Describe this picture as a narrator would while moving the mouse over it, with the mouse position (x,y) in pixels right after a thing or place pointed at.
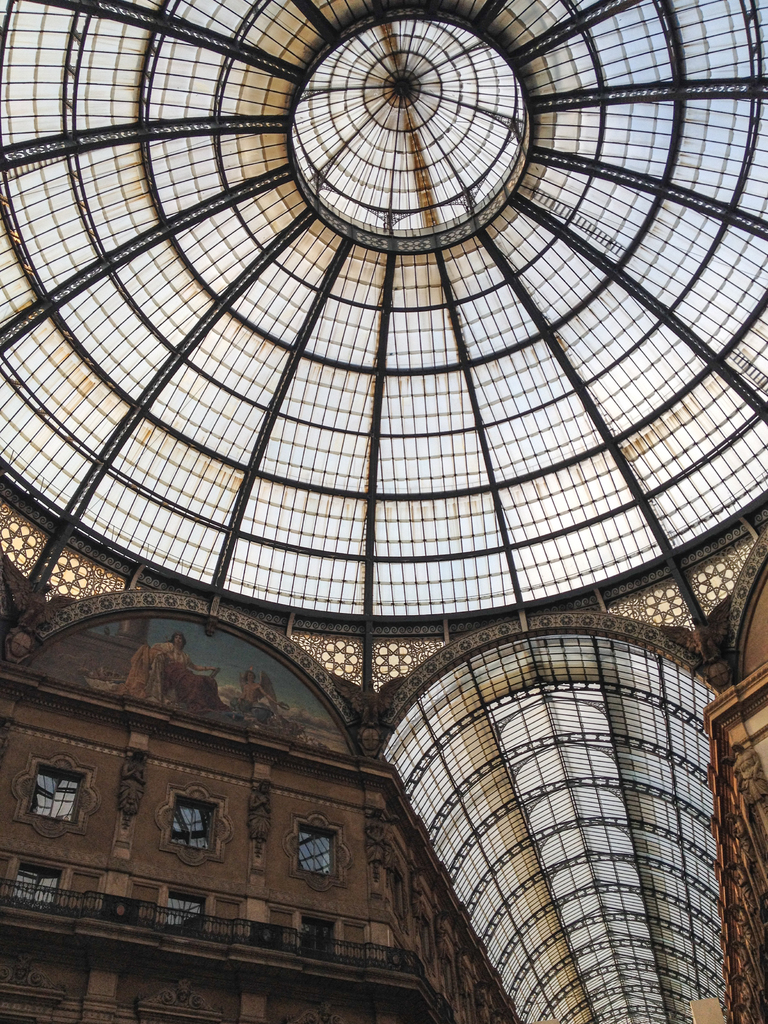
In this image we can see the roof (482,568) of a building (560,677). We can also see some windows (331,928), the railing (360,946) and some pictures (248,691) on a wall (232,725).
